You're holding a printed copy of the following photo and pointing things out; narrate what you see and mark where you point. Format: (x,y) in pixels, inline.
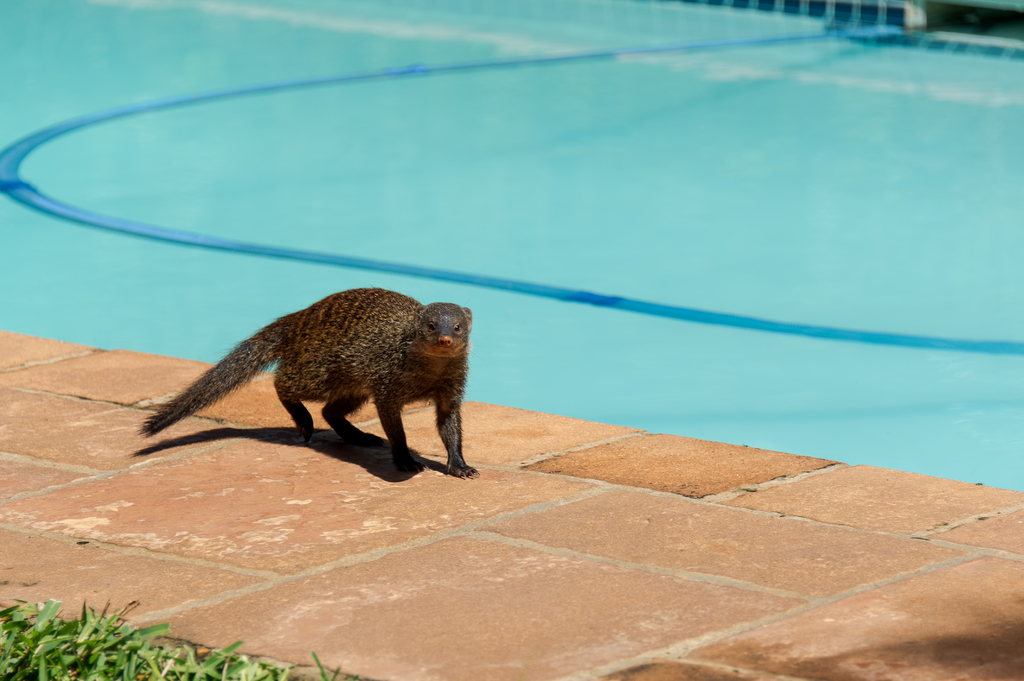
In this picture we can see grass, animal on the ground (358,537) and we can see water (759,439) in the background (837,264).
